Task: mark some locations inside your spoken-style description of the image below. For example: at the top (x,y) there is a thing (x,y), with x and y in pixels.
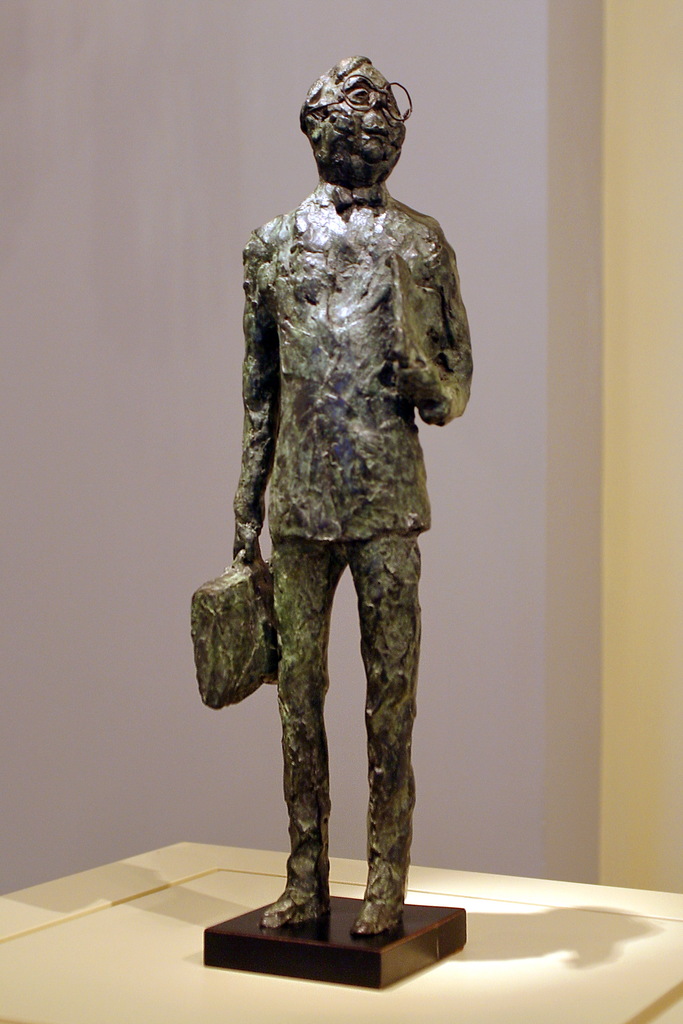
In this picture there is a sculpture (377,191). At the back (15,97) there is a wall (15,97). At the bottom (577,927) there is a shadow (508,928) of a sculpture (369,469) on the table (465,1021).
